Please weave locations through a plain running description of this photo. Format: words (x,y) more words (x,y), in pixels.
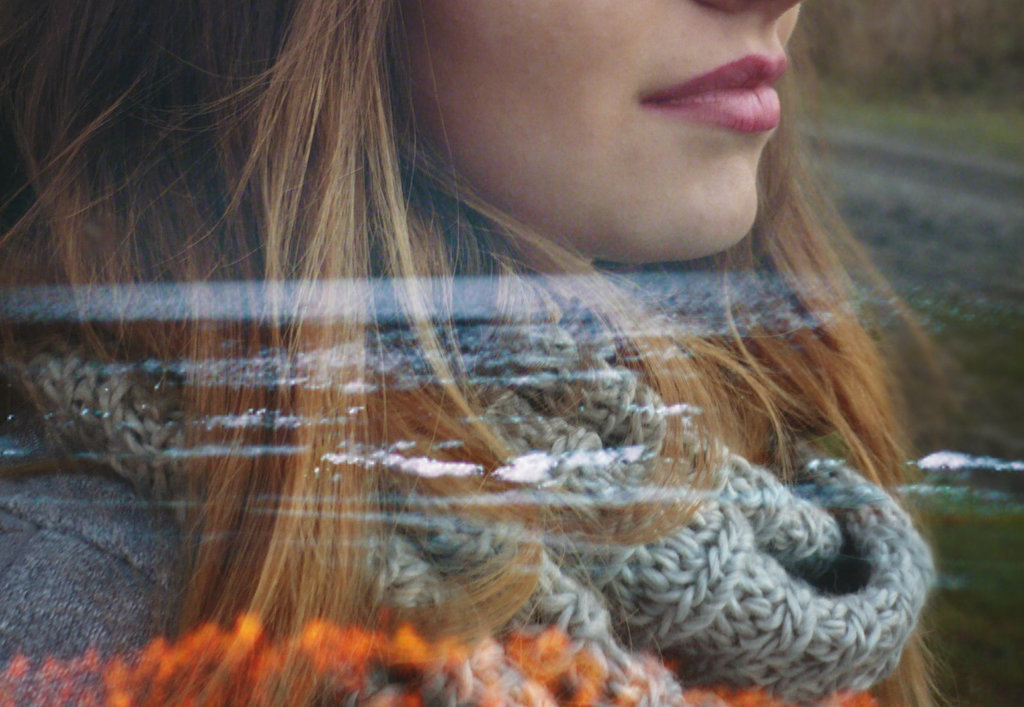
In this picture we can see a transparent material (252,335). Behind the transparent material (107,365), there is a woman (293,234) with the scarf (589,429).
